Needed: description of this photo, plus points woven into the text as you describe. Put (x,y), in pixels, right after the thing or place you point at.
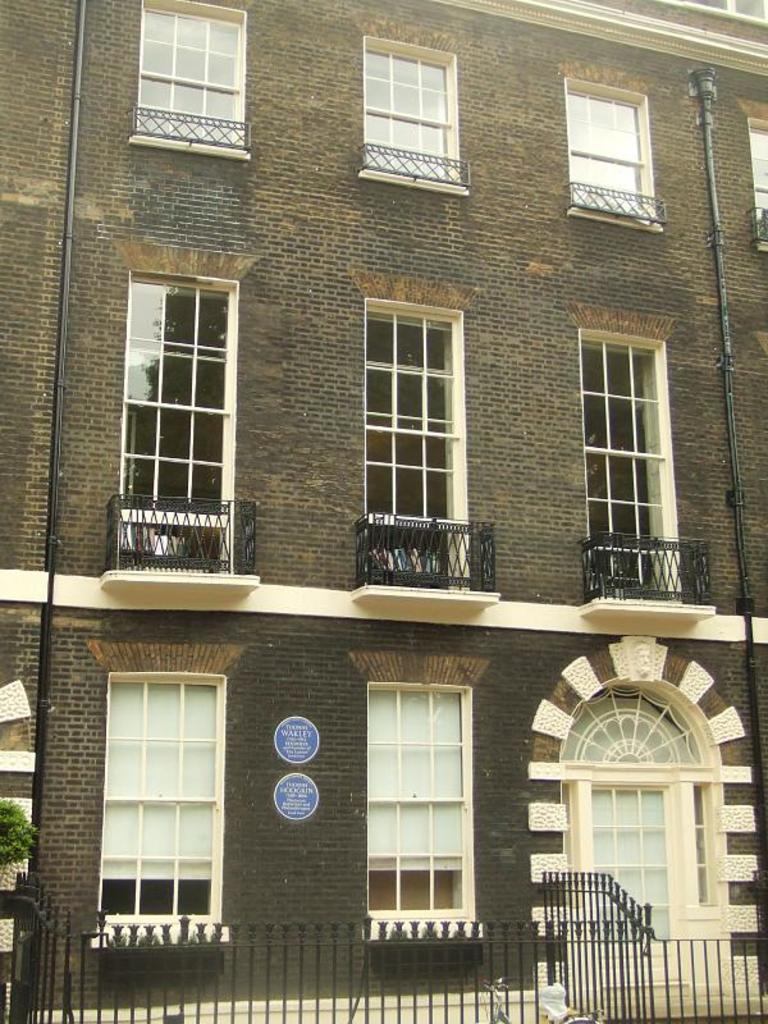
This image is a zoom in picture of a building (321,591) as we can see there are some windows (124,437) in middle of this image (395,403) and top of this image (180,58) and bottom of this image (156,837) as well. There is a Fencing wall (447,1000) in the bottom of this image (349,975).
